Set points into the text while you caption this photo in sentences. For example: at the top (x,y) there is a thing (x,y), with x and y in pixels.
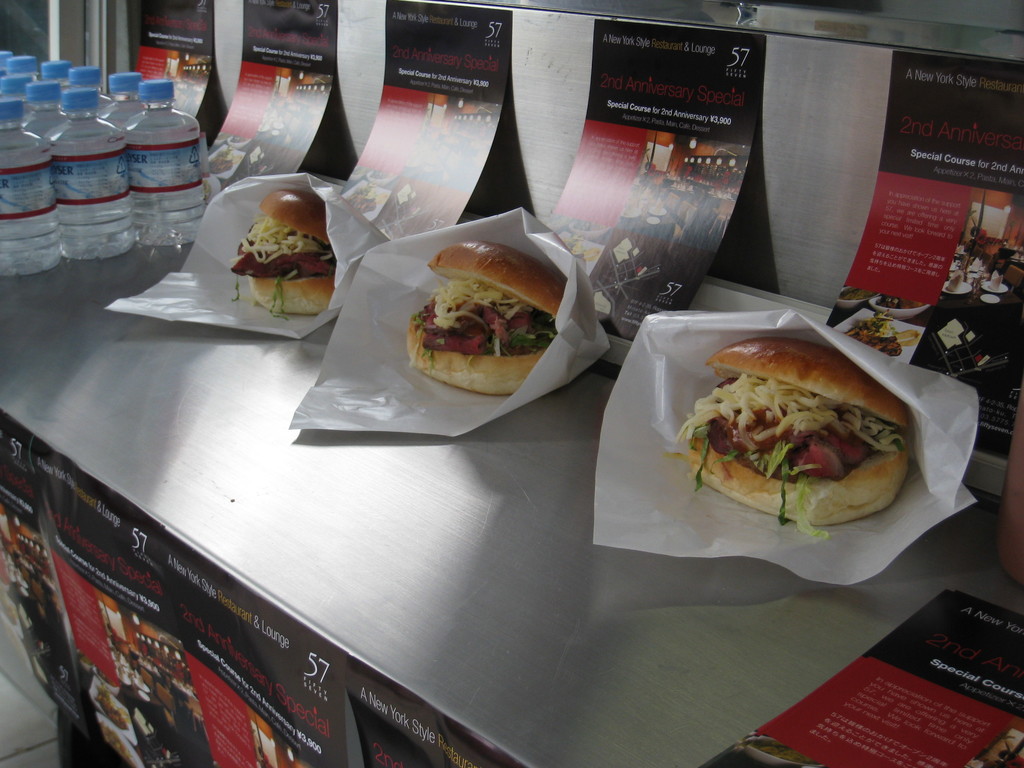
In this picture there is a desk (434,500) in the center of the image (455,497), on which there are water bottles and burgers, there are posters (388,143) at the top (388,143) and bottom side of the image (184,735).
